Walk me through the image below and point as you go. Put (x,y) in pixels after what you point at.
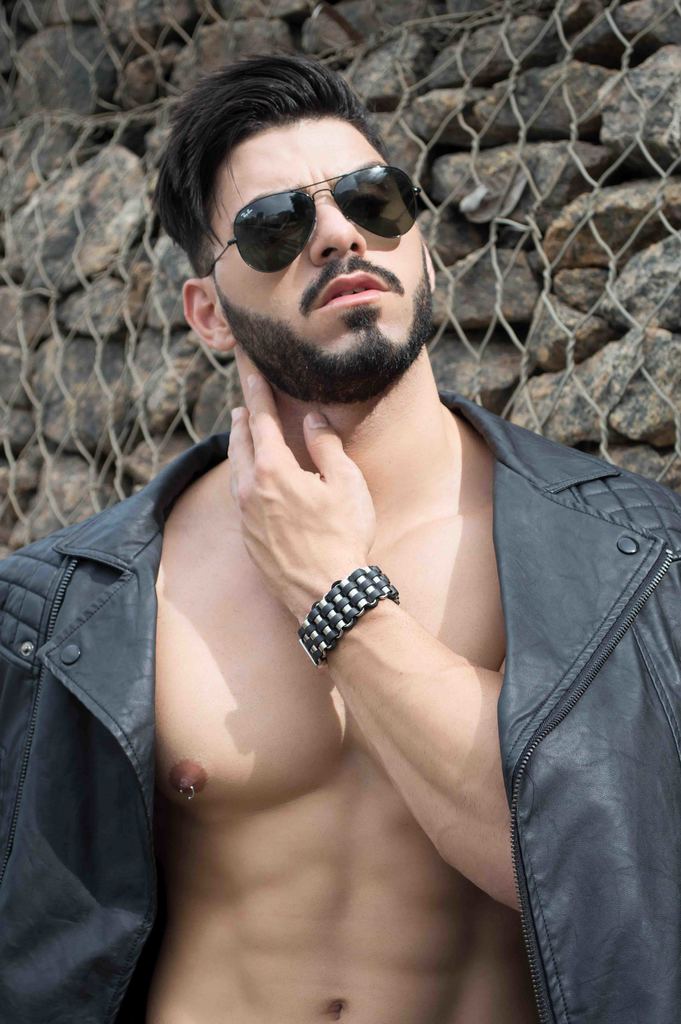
In this image we can see one man (374,268) standing and wearing a black sunglasses (300,253). There is one fence (27,218) in the background (19,447), one object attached to the fence (93,490) and it looks like a wall (431,58) in the background (431,58).
